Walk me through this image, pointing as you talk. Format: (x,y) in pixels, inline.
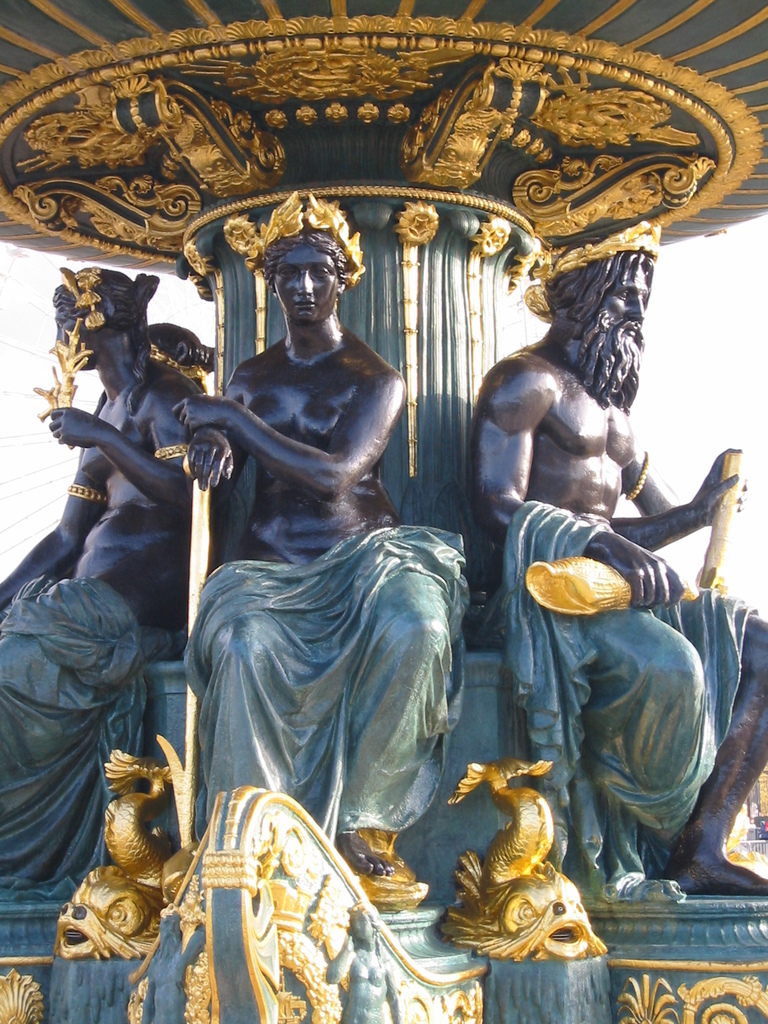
In this image I can see few statues (324,379), they are in black, green and gold color, background (703,313) I can see the sky (720,299) in white color.
